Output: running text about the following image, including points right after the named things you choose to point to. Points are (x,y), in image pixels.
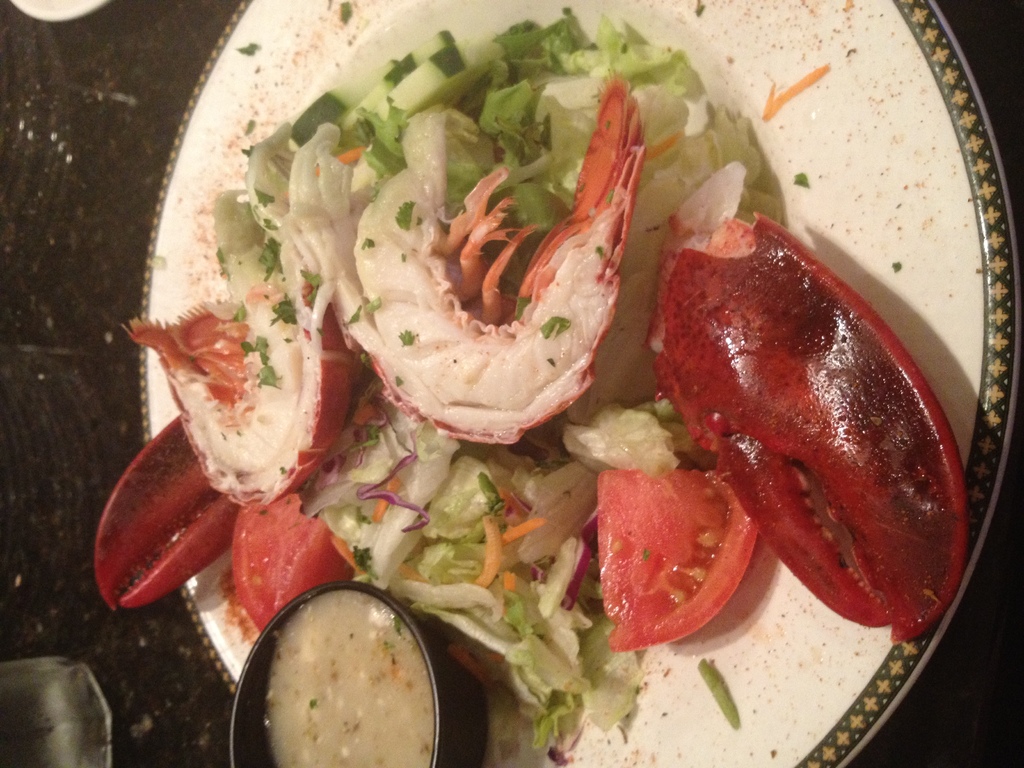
In this image there is chopped tomatoes (626,579), green salad (489,534) and some other food items (529,383) are placed on a plate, the plate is on top of a table (98,678).
